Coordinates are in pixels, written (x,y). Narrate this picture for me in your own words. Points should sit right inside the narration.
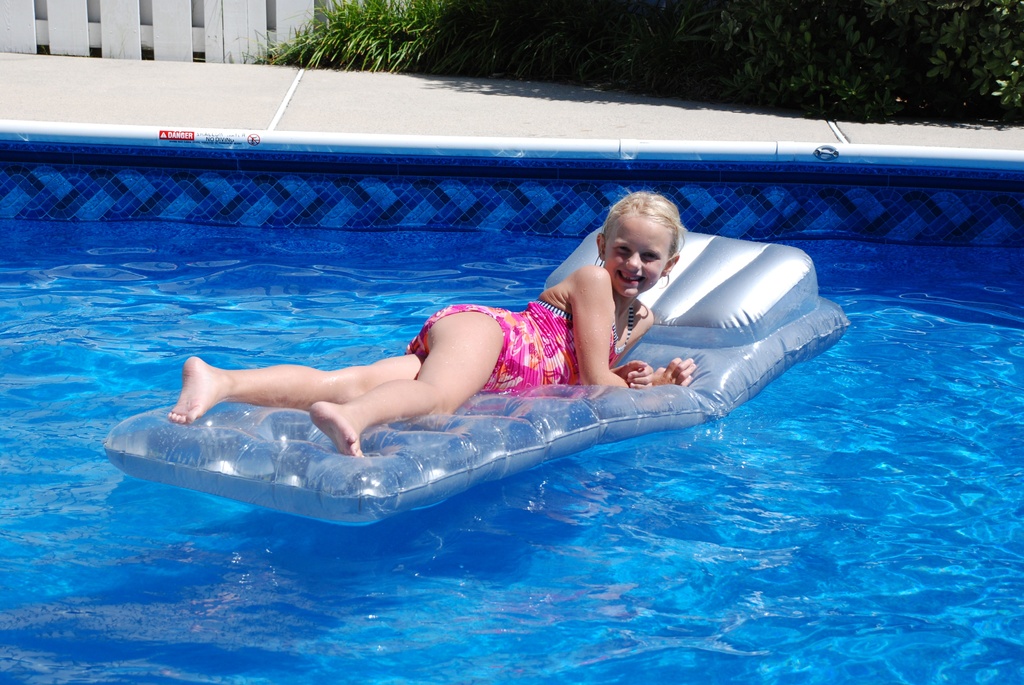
This picture shows a girl (328,396) laying on the air floating bed (569,425) in the pool (290,348). We see water (1001,605) and few plants (663,73) on the side and a wooden fence (81,46).
